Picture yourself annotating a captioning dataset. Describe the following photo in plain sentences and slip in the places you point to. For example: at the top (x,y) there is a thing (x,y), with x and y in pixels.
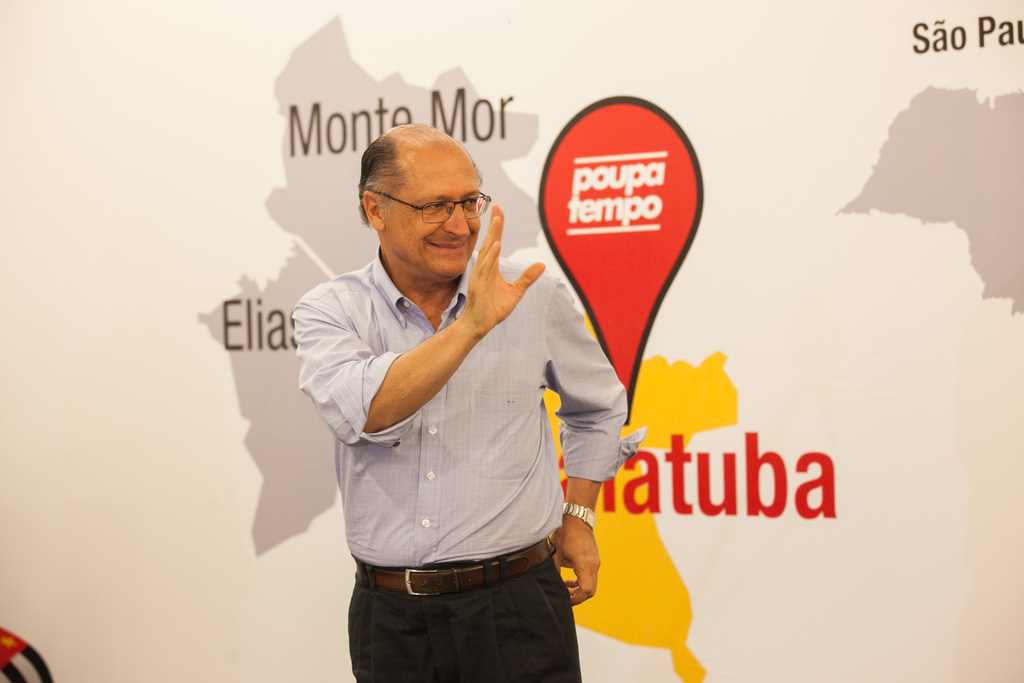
In this picture there is a person (473,352) standing and raised one of his hand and there is a map (408,86) behind him which has something written on it.
